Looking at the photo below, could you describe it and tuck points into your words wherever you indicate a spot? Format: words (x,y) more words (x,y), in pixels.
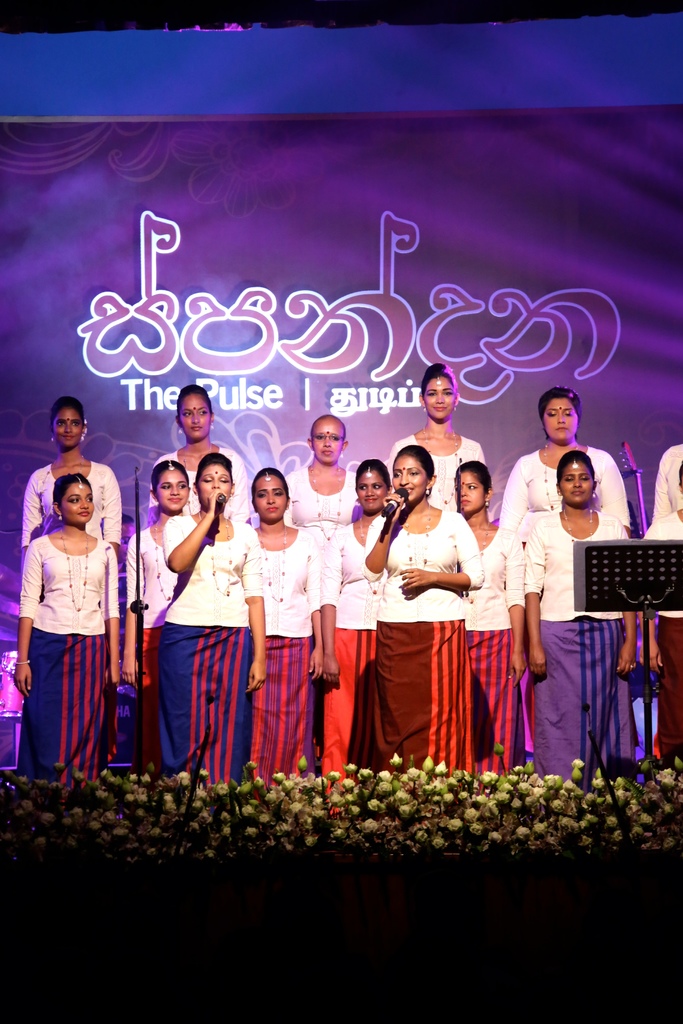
In this picture I can see group of people (534,527) standing, there are two persons (176,657) holding mike's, there is a mike stand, musical book stand (679,560), there are flowers (476,815), and in the background (651,240) there is a banner (646,272).
